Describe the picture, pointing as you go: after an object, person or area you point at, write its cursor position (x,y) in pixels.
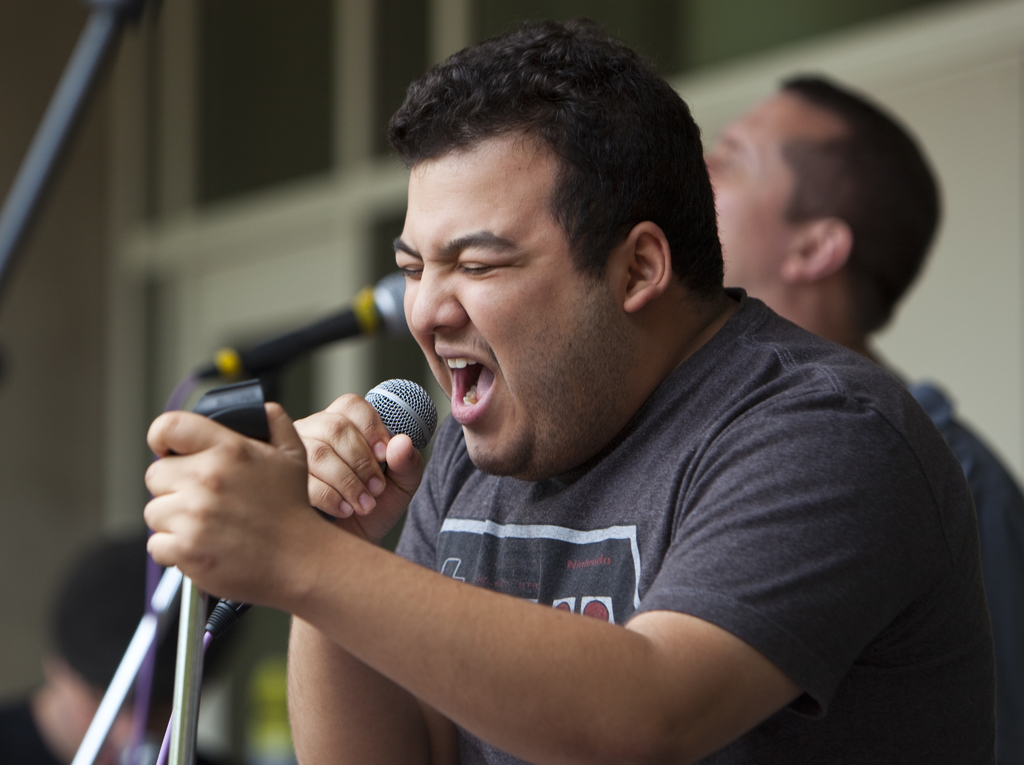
In this image i can see a person (583,465) holding a microphone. In the background (804,96) i can see another person (783,237) and the wall (966,319).
